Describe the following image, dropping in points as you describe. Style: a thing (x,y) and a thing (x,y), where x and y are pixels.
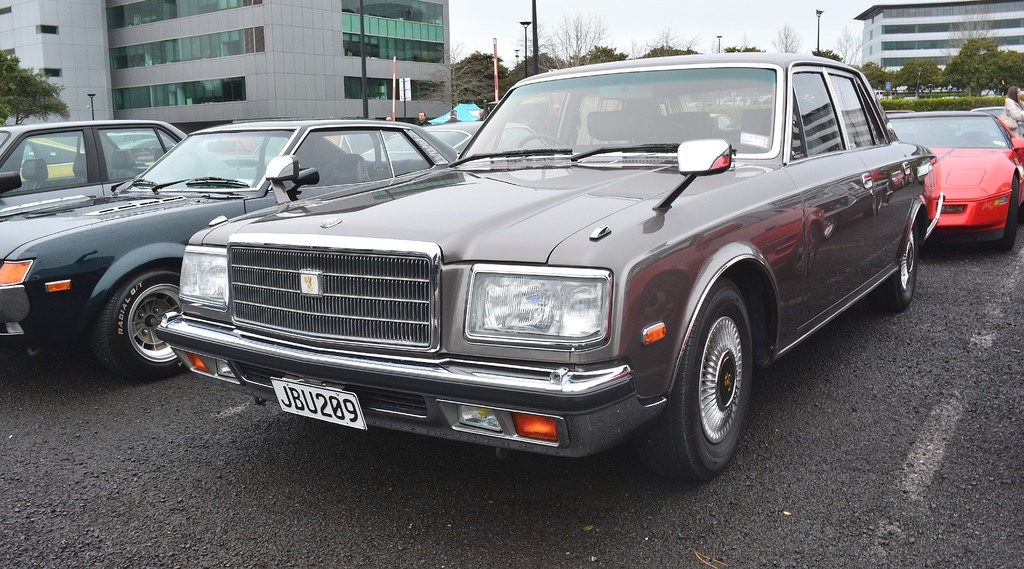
This image is taken outdoors. At the bottom of the image (157,450) there is a road (433,465). In the middle of the image (391,330) a few cars (370,139) are parked on the road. In the background (418,113) there are a few people (429,123). There are many trees (988,61) and plants (908,105) and there are a few buildings (967,31) and poles (523,22). At the top of the image (635,19) there is a sky (712,11).
